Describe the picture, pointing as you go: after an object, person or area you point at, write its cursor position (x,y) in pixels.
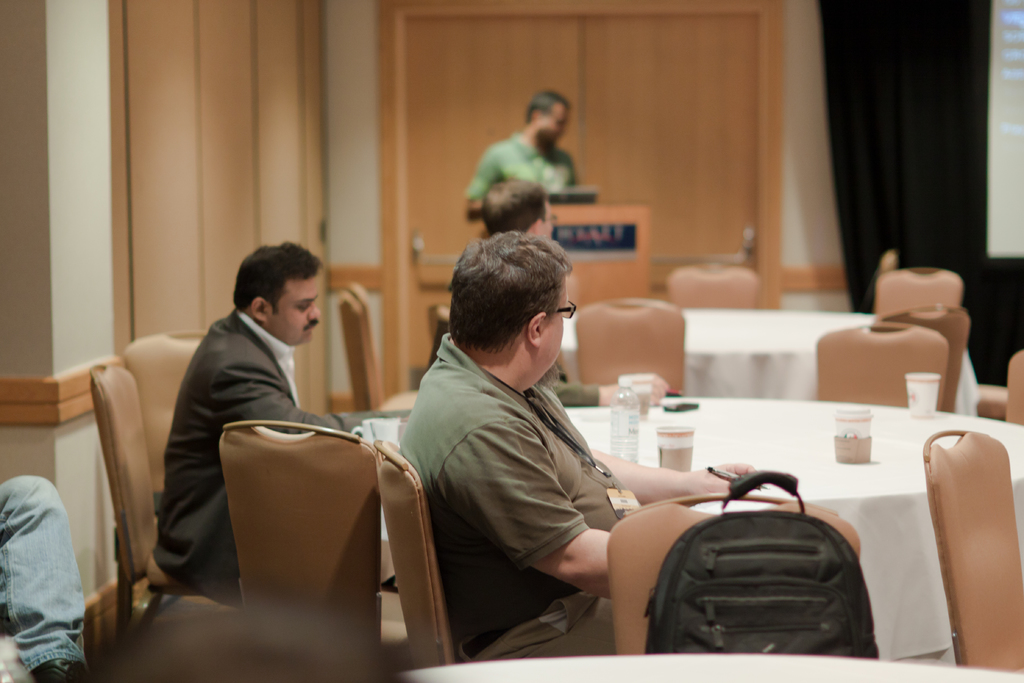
In this picture there are a group of people (523,196) sitting, one of them is standing and they have a table (768,403) in front of them and is also bag (741,533) kept on the chair (648,597).
